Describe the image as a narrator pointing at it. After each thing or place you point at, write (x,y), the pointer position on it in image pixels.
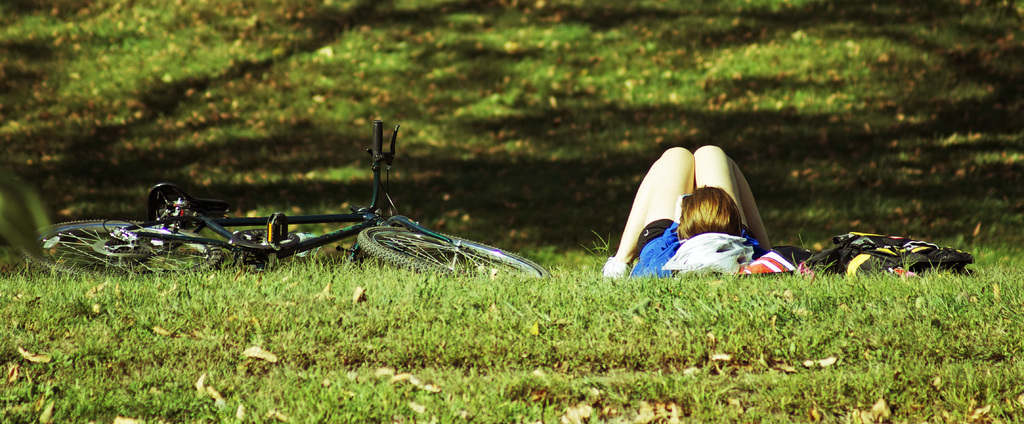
This image consists of a girl (660,234) lying on the ground (219,368). At the bottom (493,391), there is green grass (381,354) on the ground (596,379). To the left (199,224), there is a bicycle (409,219). To the right (866,259), there is a bag (865,263). In the background (227,89), there is green grass (433,115) on the ground (191,111).
